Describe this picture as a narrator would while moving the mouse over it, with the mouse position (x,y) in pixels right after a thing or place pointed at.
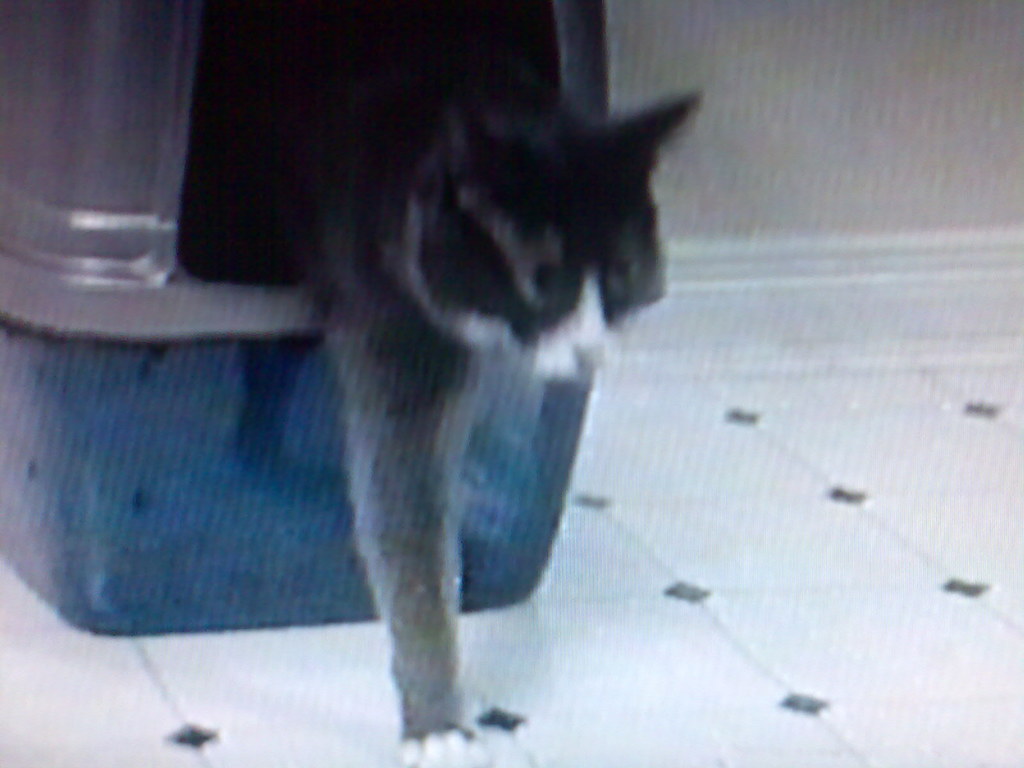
In this image I can see an animal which is in black and white color. Background (161,467) I can see a box (145,460) which is in blue and gray color, and I can see the wall (801,209).
